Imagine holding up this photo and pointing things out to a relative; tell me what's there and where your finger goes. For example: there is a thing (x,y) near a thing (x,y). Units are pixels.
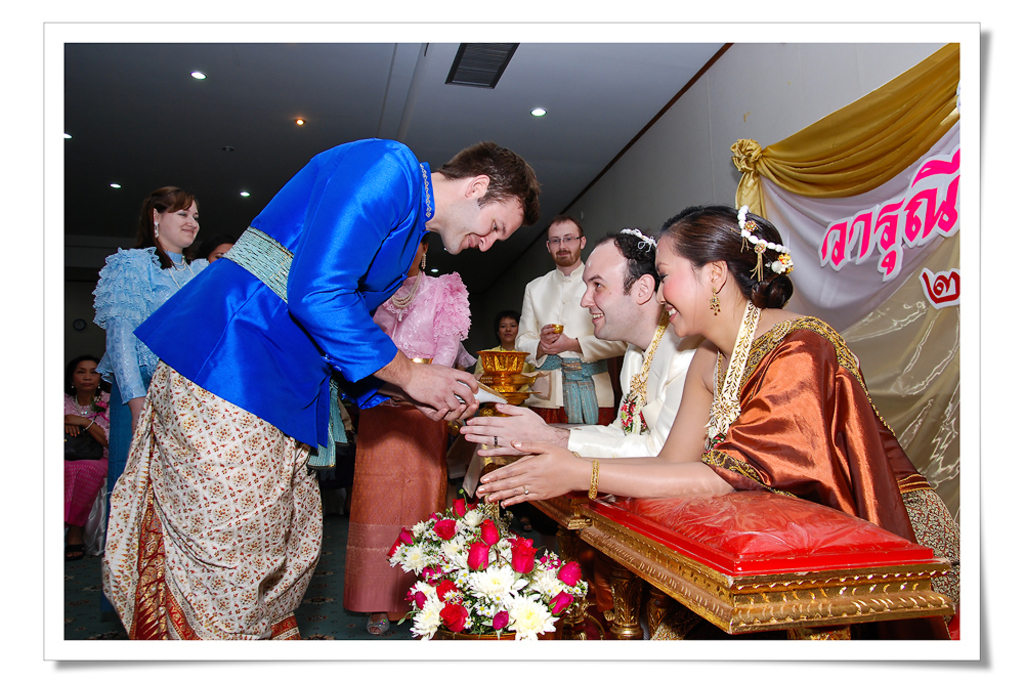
On the right side of the image (718,455) we can see man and woman (769,411) sitting on the chairs (772,505). On the middle of the image (507,231) we can see flower vase (435,577) and persons (217,349) standing on the floor (318,577). In the background (669,164) we can see curtain (894,168), wall (648,168), lights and persons (114,446).
